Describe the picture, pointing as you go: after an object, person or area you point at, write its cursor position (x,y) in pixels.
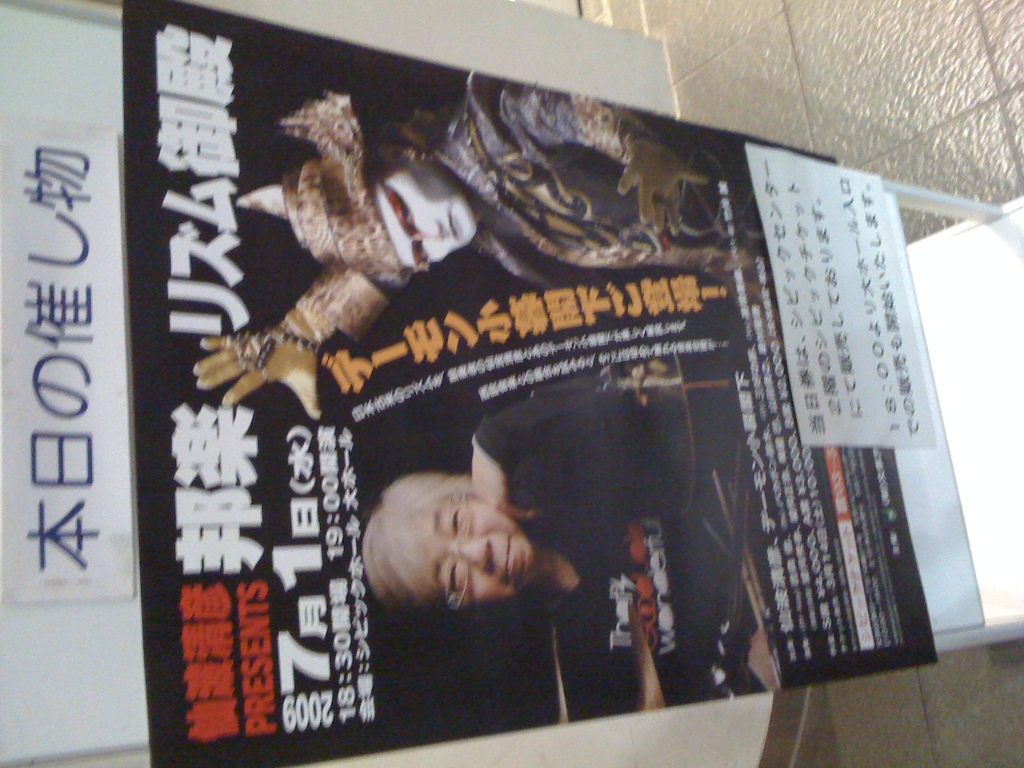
This is a rotated image. In this image there is a banner (529,580) with images (492,459) of a person (459,502) and some text (415,391) on it.
